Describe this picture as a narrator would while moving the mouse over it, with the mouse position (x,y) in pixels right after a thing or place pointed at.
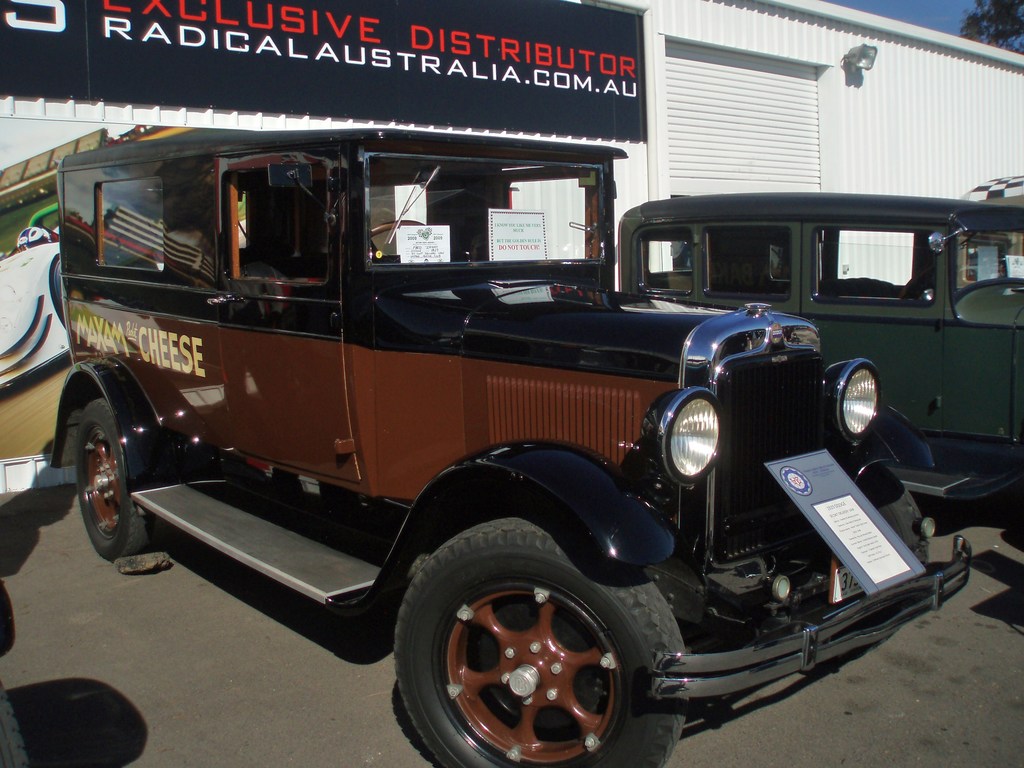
In the picture I can see few vehicles (556,250) are on the road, behind we can see board (290,58) to the shed (727,143).
